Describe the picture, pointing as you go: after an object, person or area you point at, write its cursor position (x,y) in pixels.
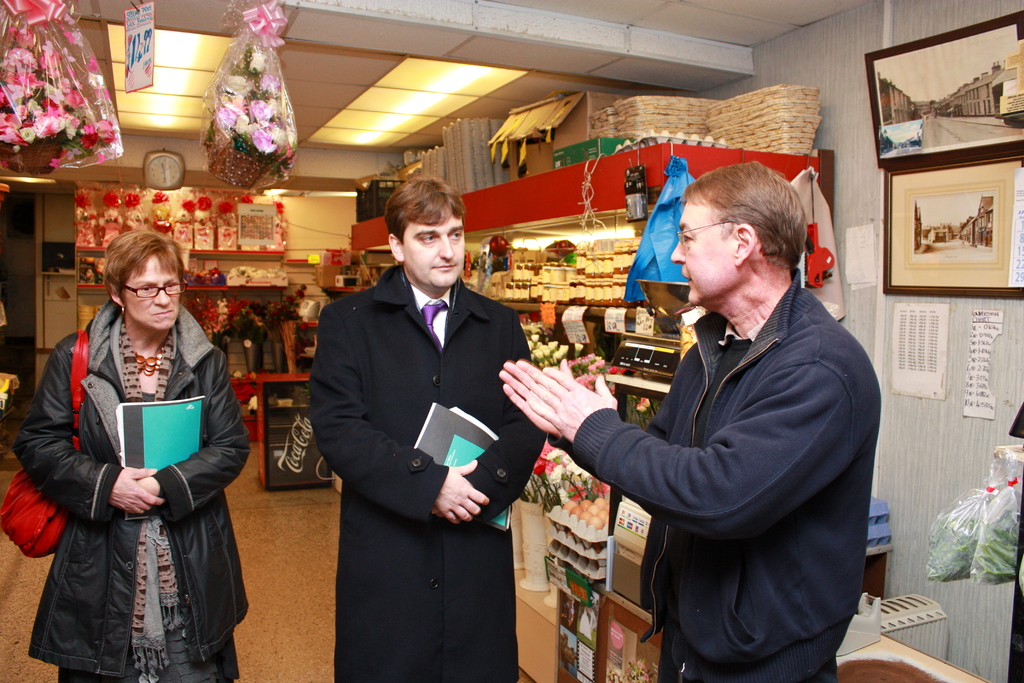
This picture might be taken in store (943,587), in this image in the foreground (415,436) there are three people (514,484) standing and two of them are holding books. And in the background (139,204) there are some racks (584,169), in the racks (498,271) there are some cards (215,241), flowers (241,323), flower pots (259,350), packets (561,274), egg trays (558,555), eggs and some objects (367,211). And on the right side of the image (902,208) there are some photo frames (913,187), and posters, plastic covers (973,538). And in the covers (980,538) there is something, and some other objects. And in the background (162,176) there is clock (166,184), and at the top (195,136) there are flower bouquets (106,92) and ceiling (298,94) and some lights (122,94).
